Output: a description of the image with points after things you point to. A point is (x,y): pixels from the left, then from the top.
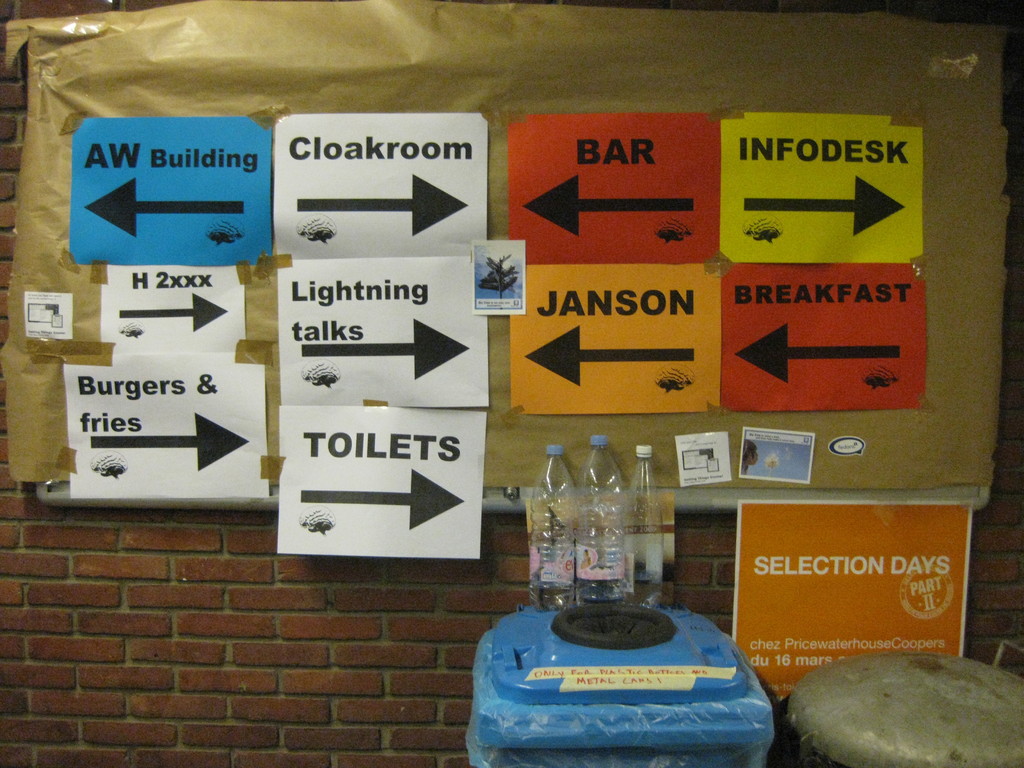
There is a room (570,640). There is a bottle (551,522), poster (770,629) We can see in background (40,593) name posters (776,563) and red color wall bricks (180,601).
